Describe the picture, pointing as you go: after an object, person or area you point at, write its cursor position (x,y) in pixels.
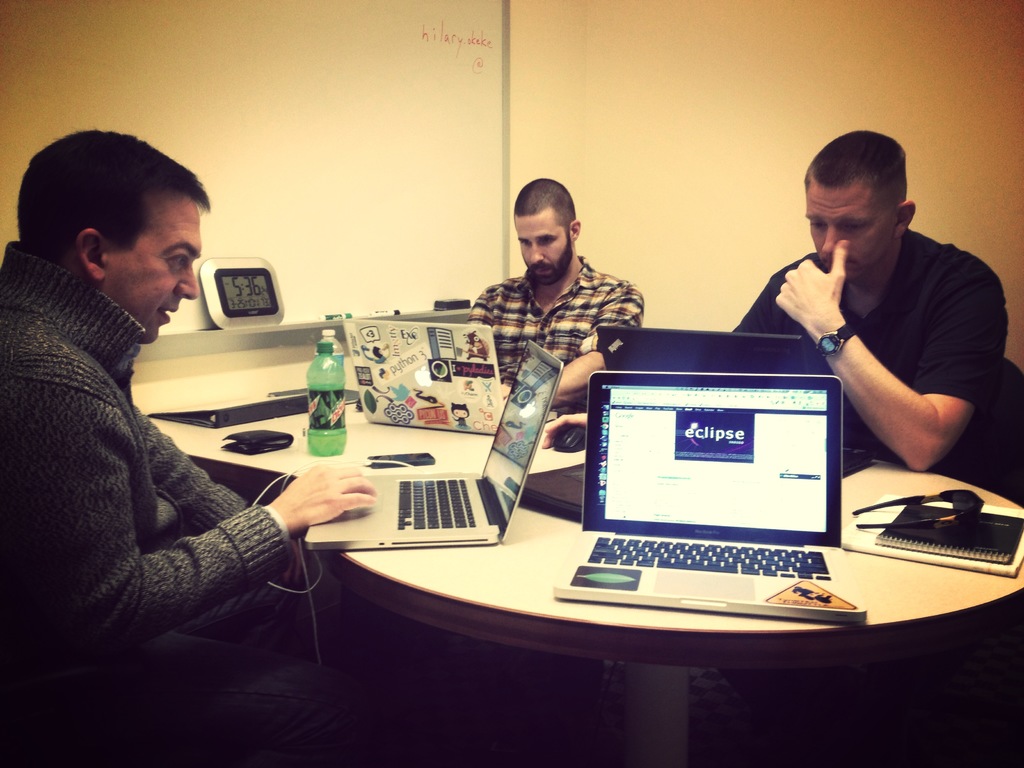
In this picture we can see three persons (836,297) sitting on chair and in front of them there is table (878,469) and on table (874,560) we can see laptop (621,468), goggles (954,507), book (906,514), bottle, purse (254,434), clock (257,313) and in background (712,102) we can see wall (710,115).
